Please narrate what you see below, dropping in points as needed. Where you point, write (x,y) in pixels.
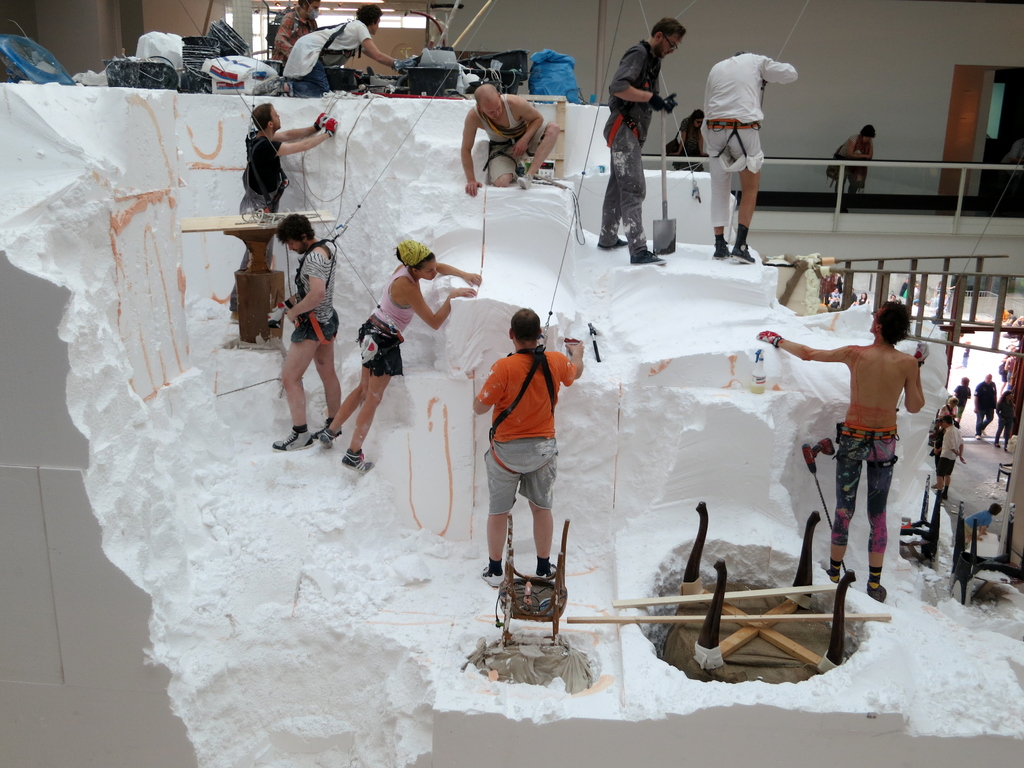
As we can see in the image, there are few people (289,12) standing on plaster of paris (567,606). In the background (903,77) there is a white color wall (915,103). On the floor (974,424) there are few people (1001,424) walking.
